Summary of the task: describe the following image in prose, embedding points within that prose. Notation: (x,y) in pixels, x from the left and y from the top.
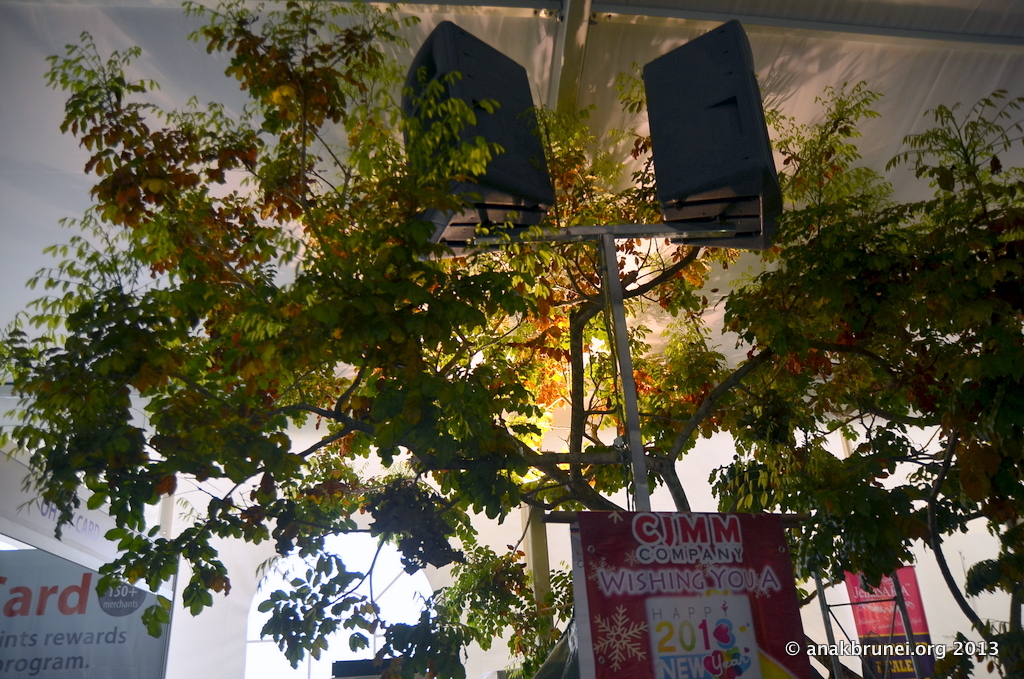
This image consists of a tree (332,420). In the front (635,501), there is a stand (613,295) on which there are two speakers (519,201). And a banner (720,608) is fixed to it. To the left (122,620), there is a big hoarding (89,633). At the top (105,40), there is a tent (130,40).
